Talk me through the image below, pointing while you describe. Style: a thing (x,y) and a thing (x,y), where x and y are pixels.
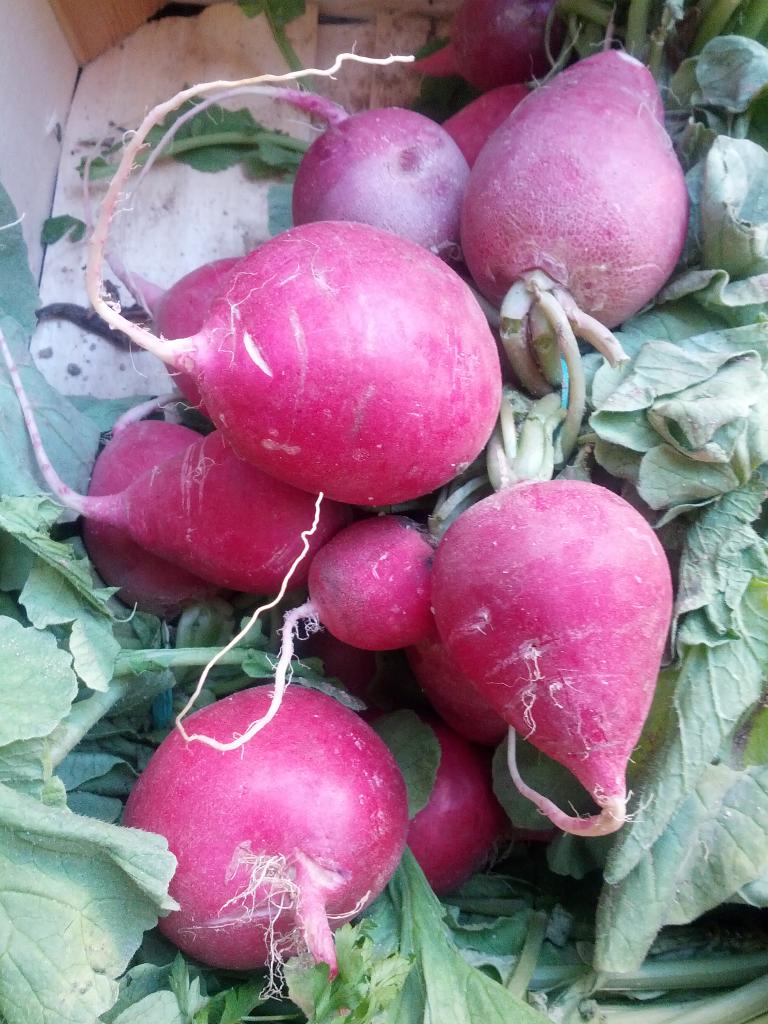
In this image these are a few turnip root vegetables (362,463) and leaves (78,607).
